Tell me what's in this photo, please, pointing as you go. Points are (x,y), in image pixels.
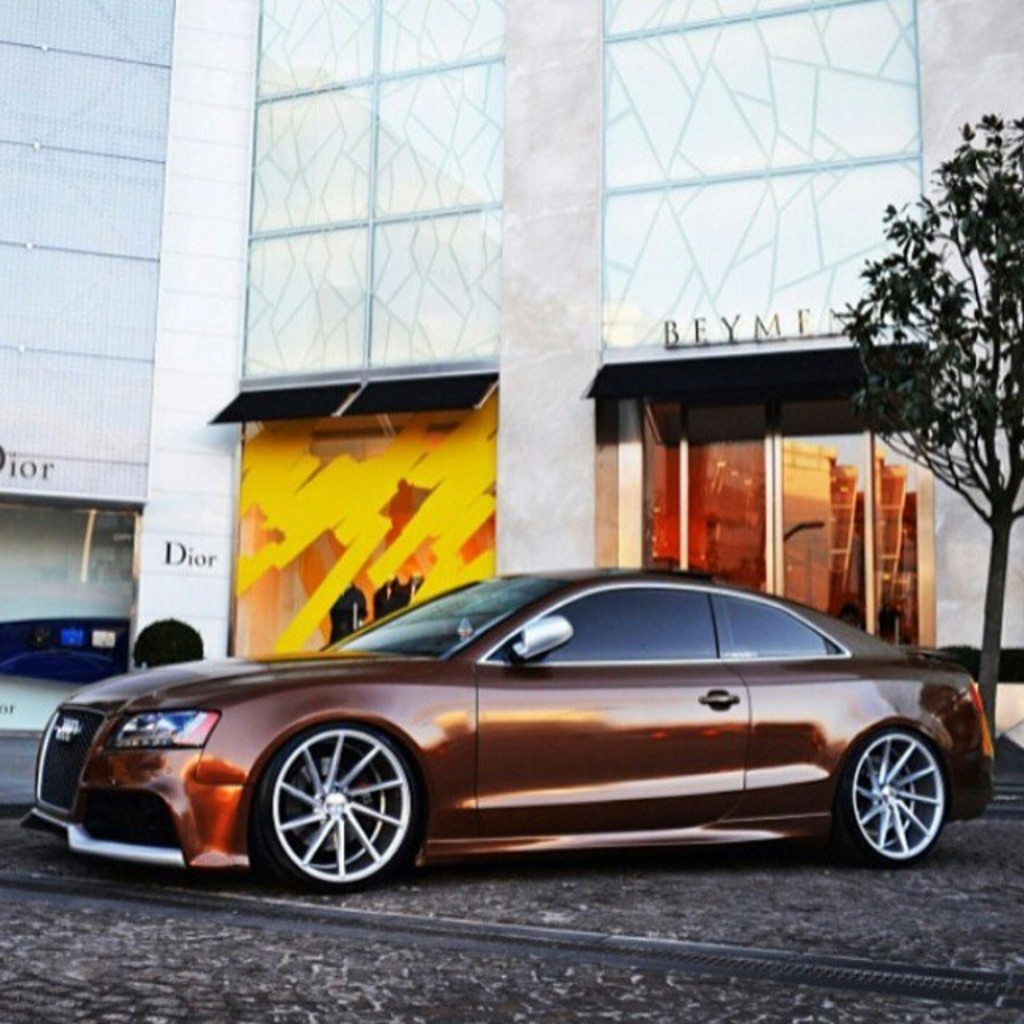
In this picture I can see buildings (337,347) and I can see text (183,548) and a glass door (697,500) and I can see a car (619,848) parked and a tree (948,323).
